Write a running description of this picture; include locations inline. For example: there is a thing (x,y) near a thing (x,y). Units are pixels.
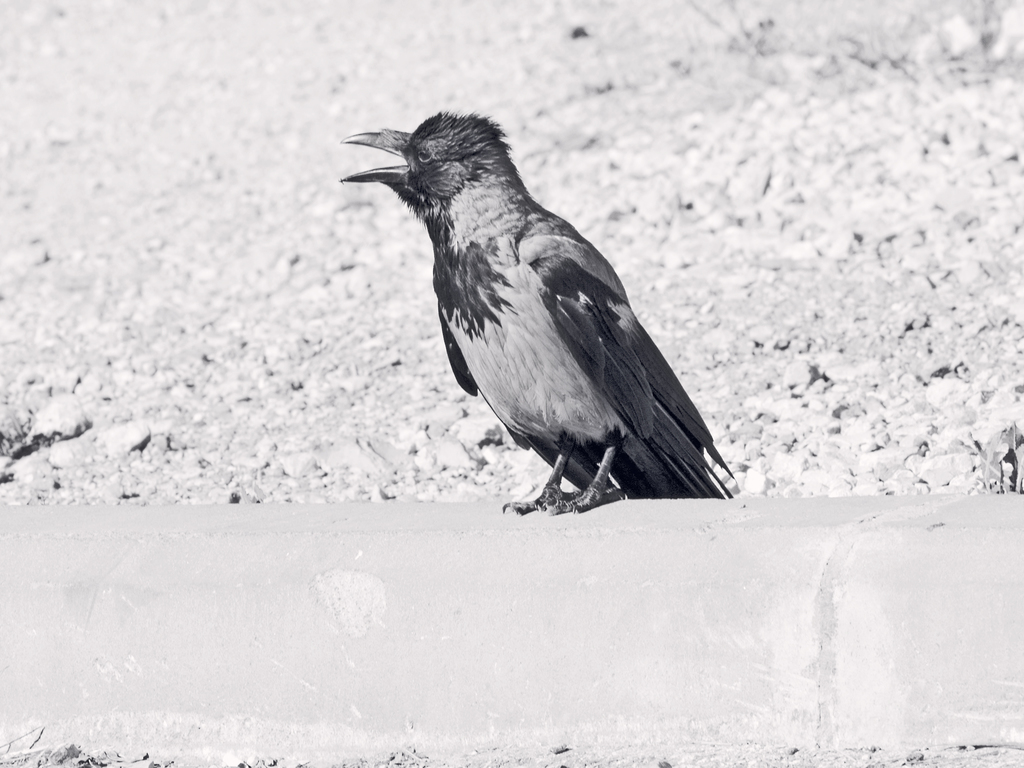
This image is a black and white image. This image is taken outdoors. At the bottom of the image (543,620) there is a divider (236,614) on the ground (57,753). In the middle of the image (513,318) there is a crow (513,284) on the divider (529,518). In the background (209,404) there is a ground (818,333) with many pebbles (336,266).
